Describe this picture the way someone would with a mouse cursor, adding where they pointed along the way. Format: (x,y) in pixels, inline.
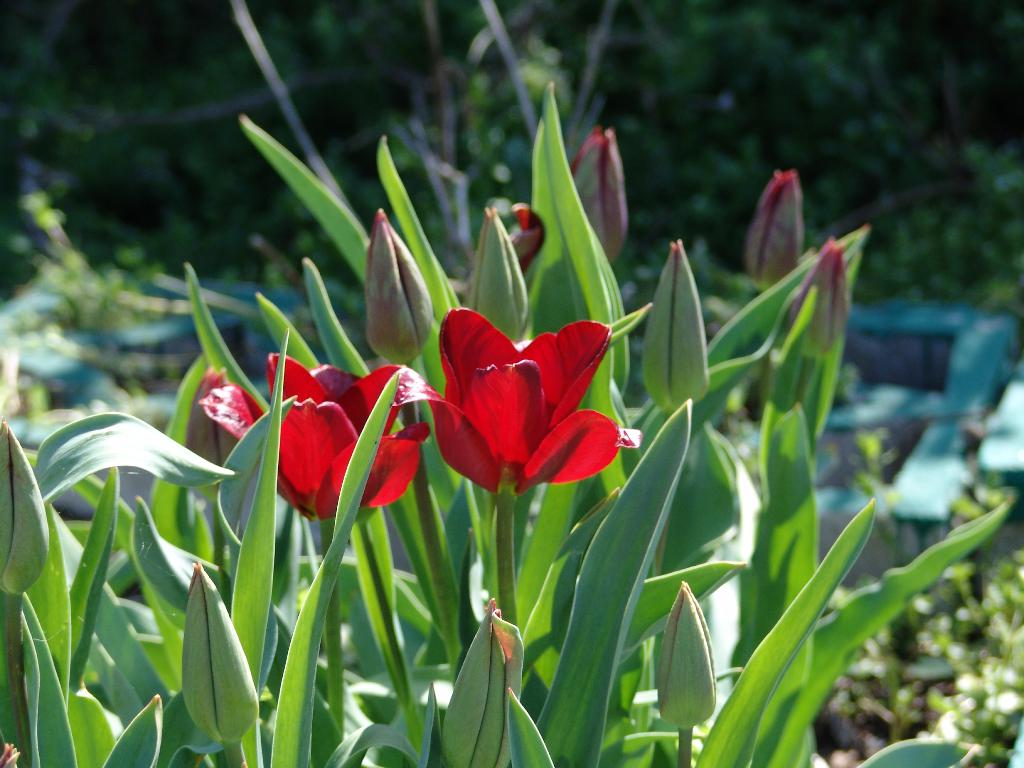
In this picture we can see the red flower plants (510,433) with green leaves (547,630), seen in the image. Behind there is a blur background (15,193).
